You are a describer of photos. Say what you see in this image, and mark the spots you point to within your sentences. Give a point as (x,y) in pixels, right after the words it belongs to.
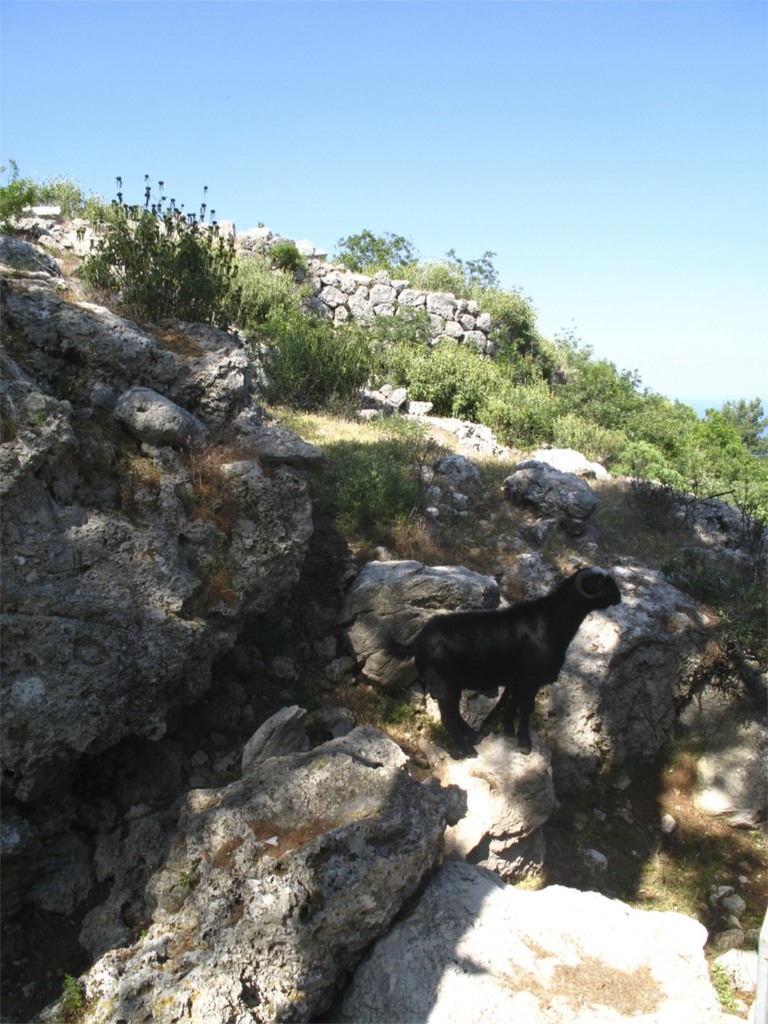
In this picture we can observe a goat (496,651) which is in black color on the rock (500,740). There are some rocks (261,587) and plants (295,359). In the background (530,168) there is a sky (418,146).
